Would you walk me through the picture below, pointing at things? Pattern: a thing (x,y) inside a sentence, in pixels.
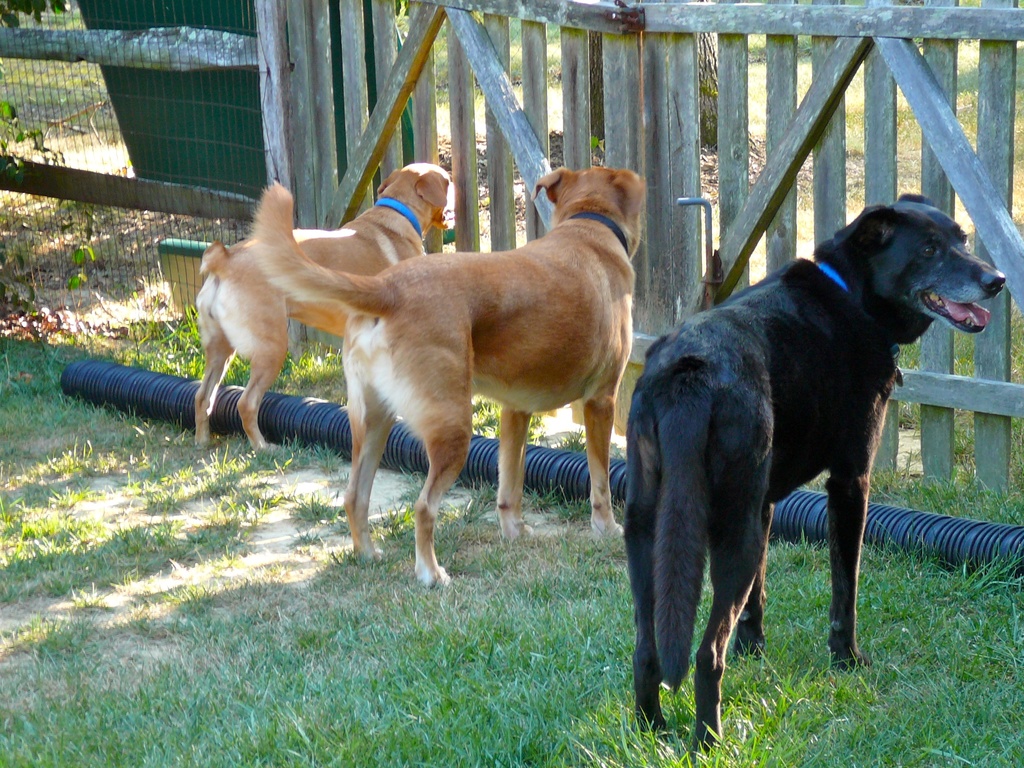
In this picture we can see few dogs (369,295) are in a fenced yard (505,562) and also we can see some grass (515,550).
